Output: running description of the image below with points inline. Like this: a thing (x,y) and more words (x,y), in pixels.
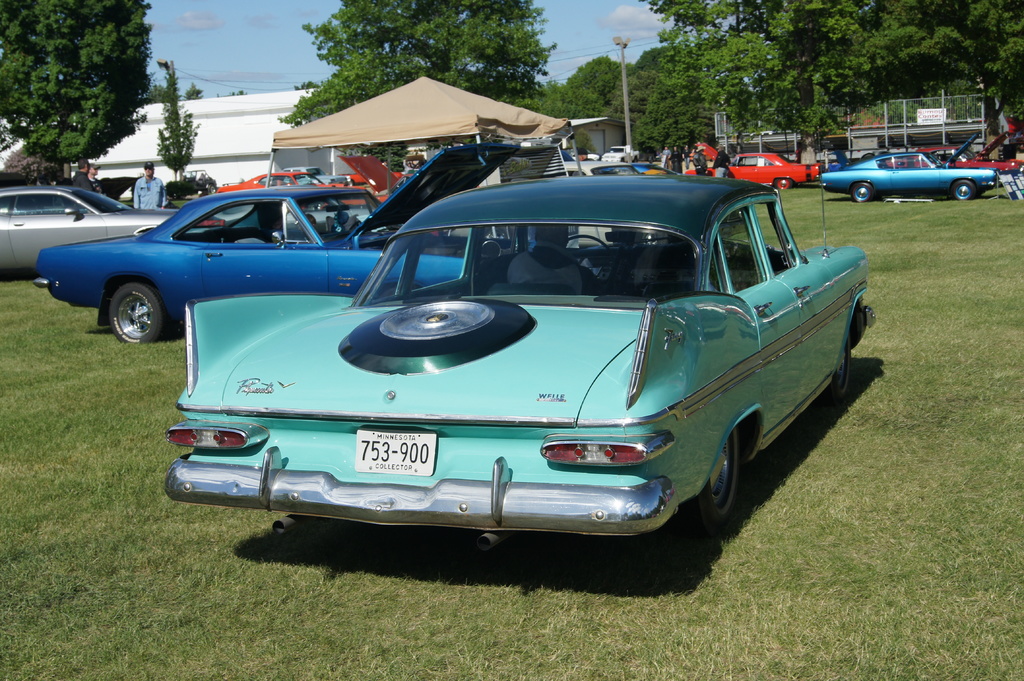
In this image there are few vehicles (572,236) parked on the surface (296,558) of the grass (455,576). At the center of the image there is a building (208,159) and there is a camp (368,139) in between them there are a few people (684,159) standing and walking. In the background (372,77) there are trees (600,116), a pole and sky (281,28).
